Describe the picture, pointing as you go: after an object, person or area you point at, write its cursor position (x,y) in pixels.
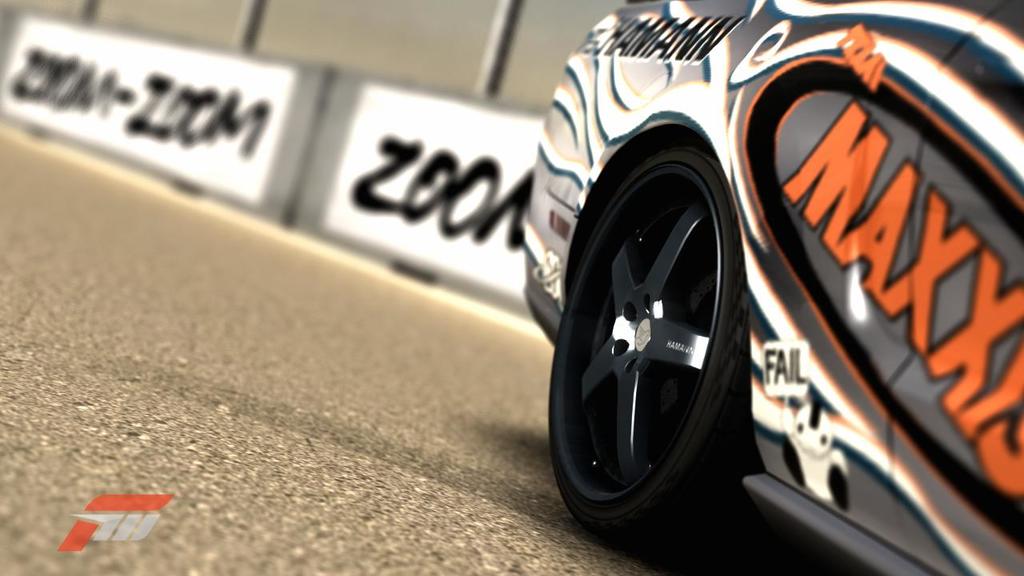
On the right side of the image (782,259) a car (790,281) is present. In the middle of the image (409,198) boards (343,162) are there. At the bottom of the image (278,472) ground (314,348) is present.
